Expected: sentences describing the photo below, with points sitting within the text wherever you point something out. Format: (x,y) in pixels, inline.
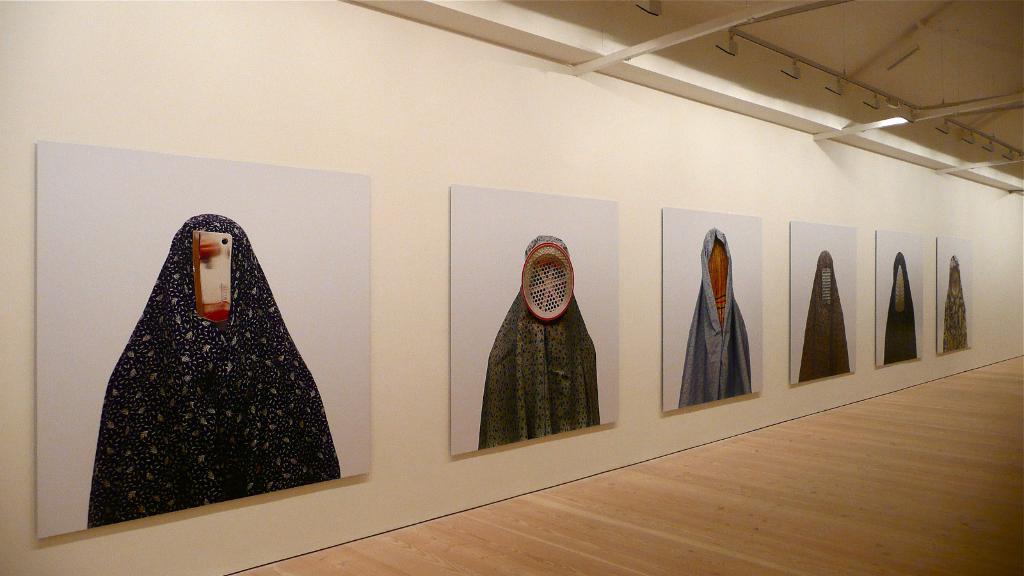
In this image I can see few boards (547,266) attached to the wall (528,167) and the wall (543,122) is in white color.
